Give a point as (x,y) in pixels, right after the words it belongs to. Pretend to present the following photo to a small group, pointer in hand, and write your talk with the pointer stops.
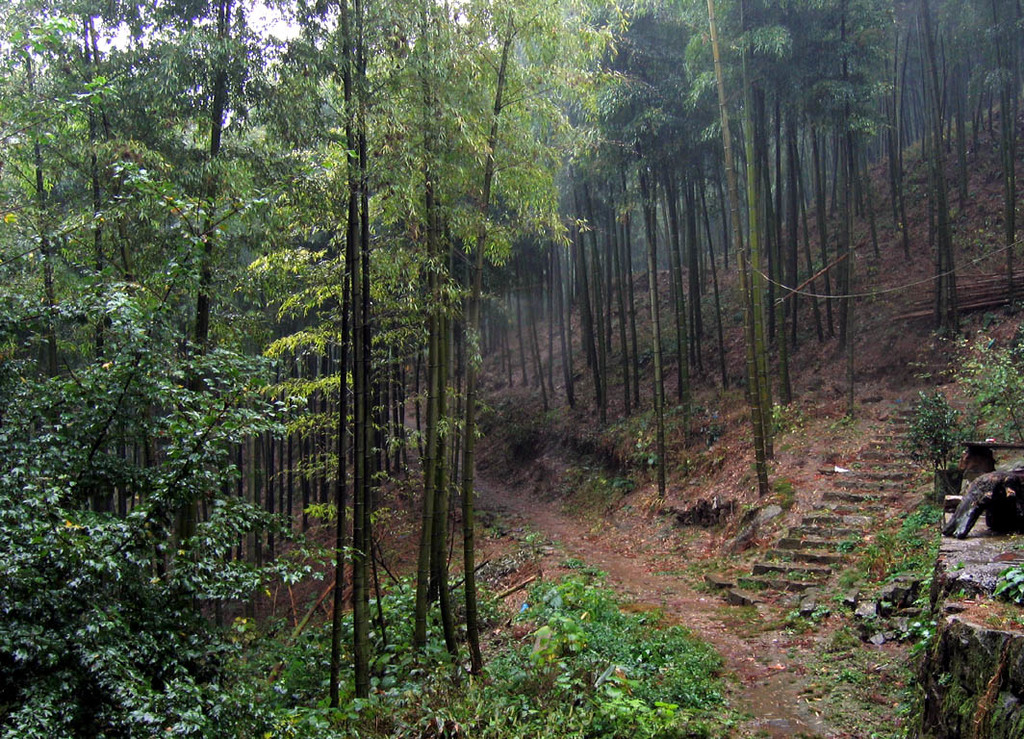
In this image we can see trees (632,220), plants (430,715), steps (819,544), path (793,736) and grass (498,654) on the ground (580,449). In the background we can see the sky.
